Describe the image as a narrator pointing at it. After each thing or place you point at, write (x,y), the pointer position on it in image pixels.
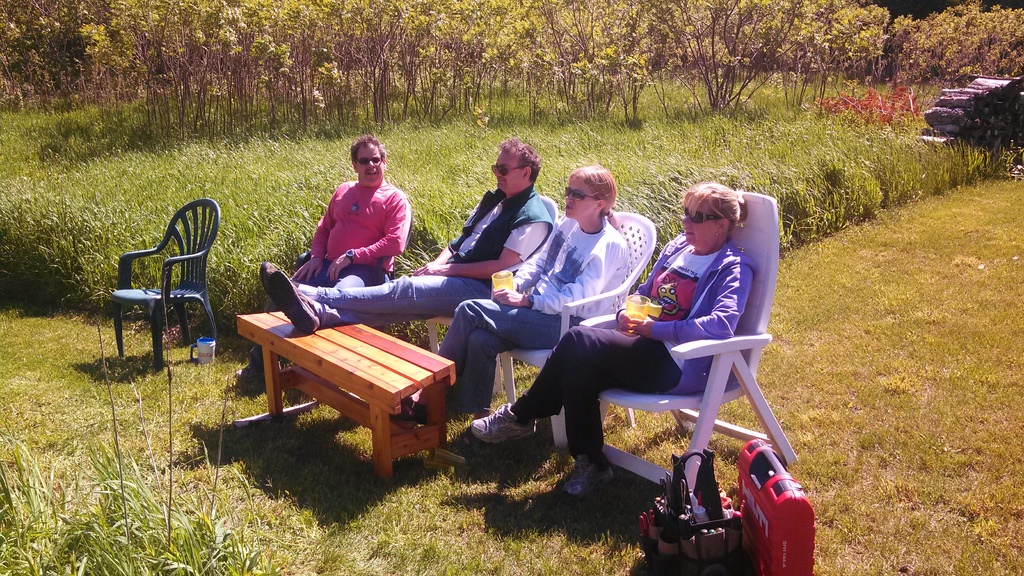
In this picture there are four people (572,249) who are sitting on the chair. There is a cup (633,325), a table (392,364), a bag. There are few trees (491,48), logs (965,115) and some grass (148,520). There is a jug (201,359).
